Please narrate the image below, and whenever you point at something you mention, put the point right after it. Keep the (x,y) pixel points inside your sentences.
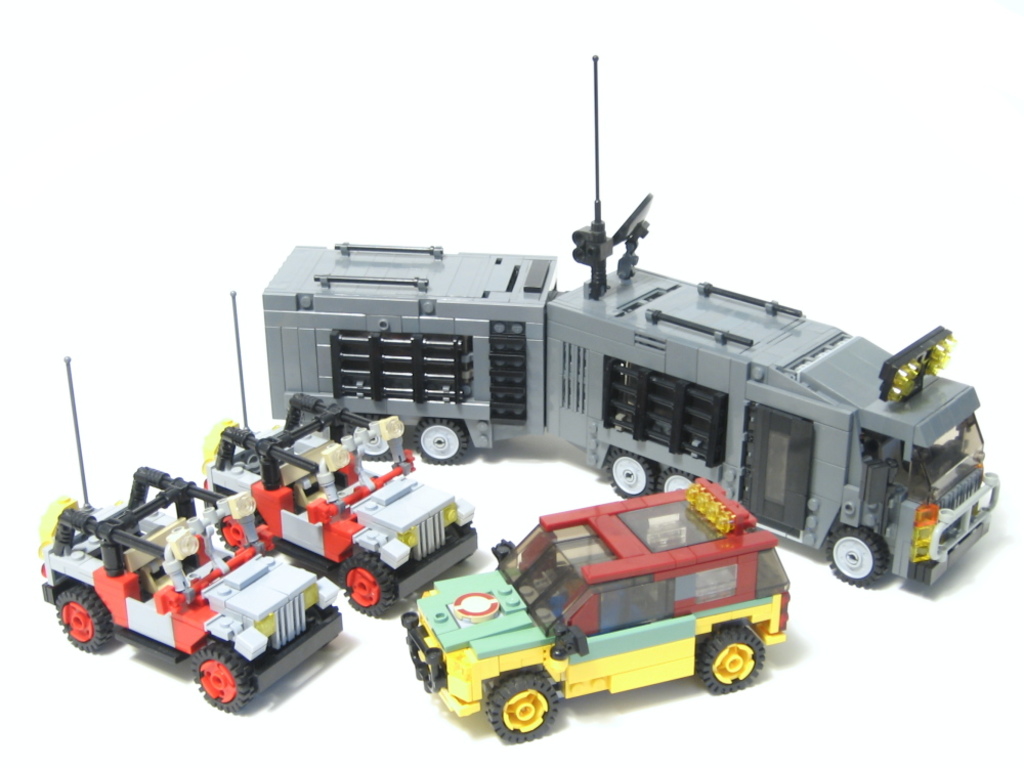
There are toy vehicles (358,418) on the white surface (354,645).
